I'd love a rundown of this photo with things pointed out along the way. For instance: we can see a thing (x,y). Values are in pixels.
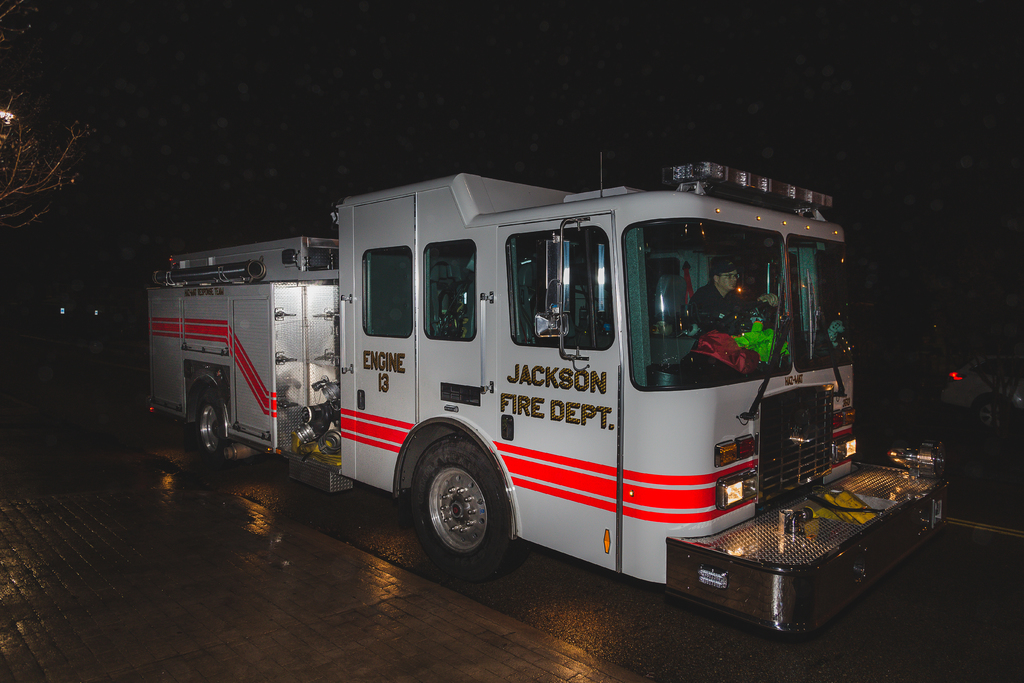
In this picture, we see a man (699,306) riding the white vehicle (649,323). On the vehicle (517,390) it is written as "JACKSON FIRE DEPT". In the background (94,245), it is black in color and this picture is clicked in the dark.
